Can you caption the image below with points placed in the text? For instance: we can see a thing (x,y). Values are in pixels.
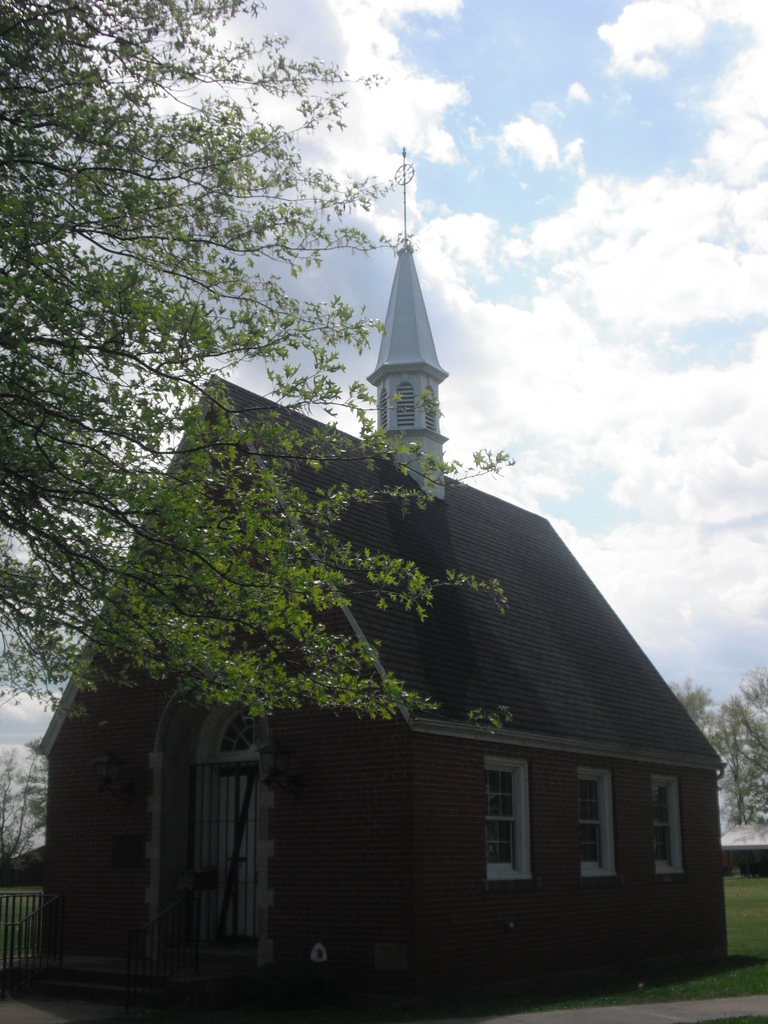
This is an outside view. At the bottom (447,745) there is a building (410,783). On the ground (746,947), I can see the grass (743,963). In the background (746,722) there are some trees (742,759). At the top of the image (530,98) I can see the sky (570,71) and clouds (622,268).
